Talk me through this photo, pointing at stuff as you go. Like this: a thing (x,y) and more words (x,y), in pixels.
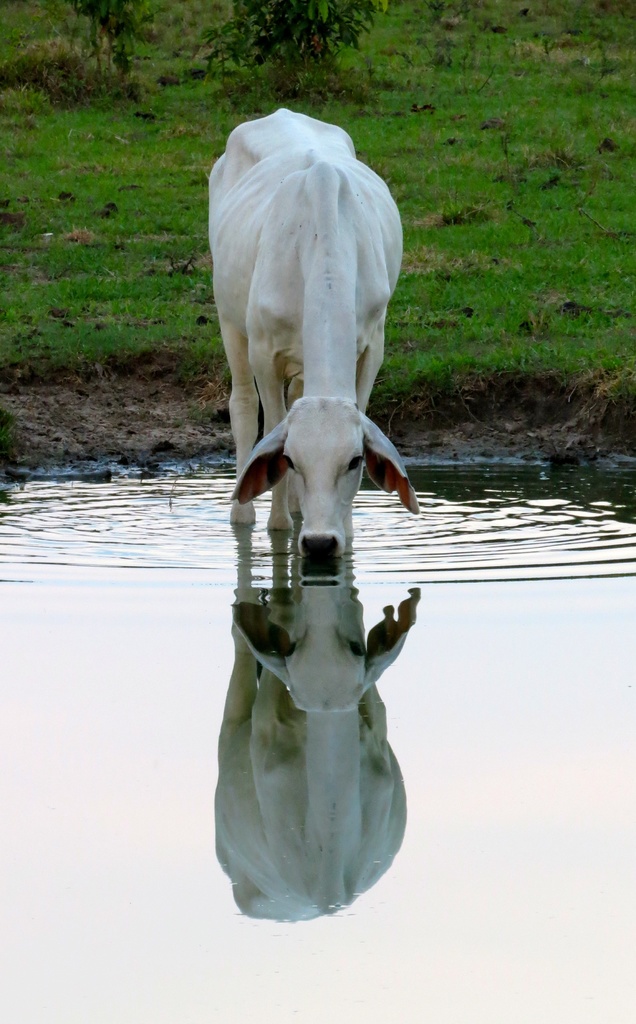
In front of the image there is a cow (281,457) drinking the water (337,726). Behind the cow (233,155) there are plants (271,42). At the bottom of the image (299,718) there is the cow's reflection (328,682) in the water (100,614).
